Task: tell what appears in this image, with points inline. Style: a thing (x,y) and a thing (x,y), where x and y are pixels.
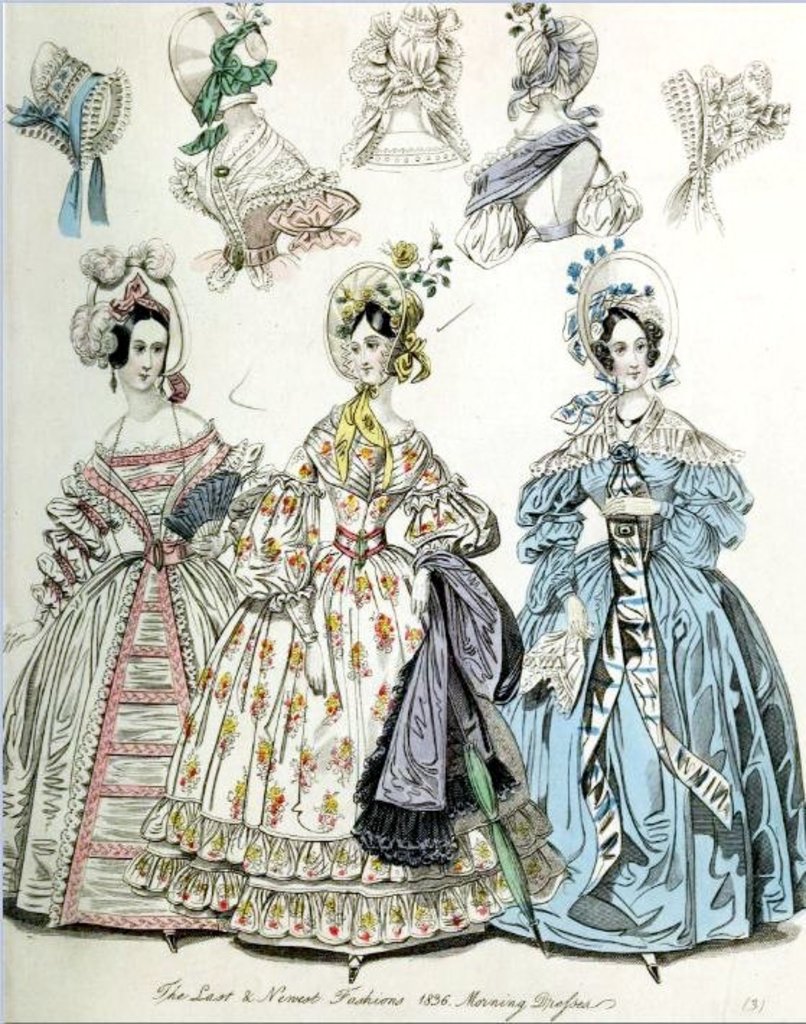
In this image we can see pictures (227,459) of ladies (782,709) and some accessories (52,119) printed on the paper (281,351). At the bottom (323,989) there is text (423,997).
